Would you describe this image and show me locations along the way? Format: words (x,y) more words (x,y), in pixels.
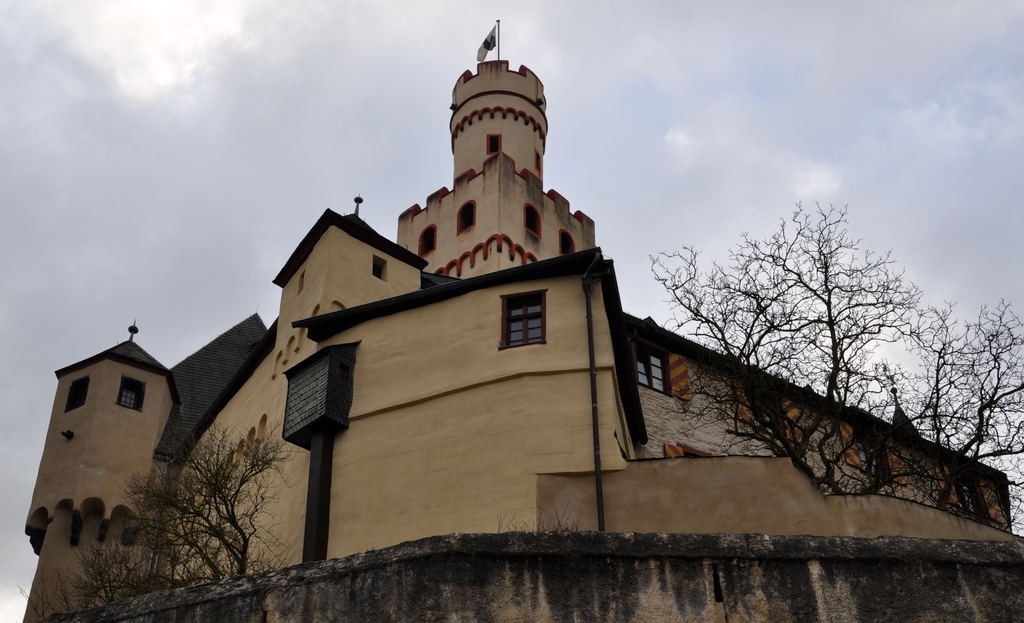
In this image we can see a castle (137,444) and few trees (747,376) and the sky (744,174) with clouds (323,90) in the background (323,90).
